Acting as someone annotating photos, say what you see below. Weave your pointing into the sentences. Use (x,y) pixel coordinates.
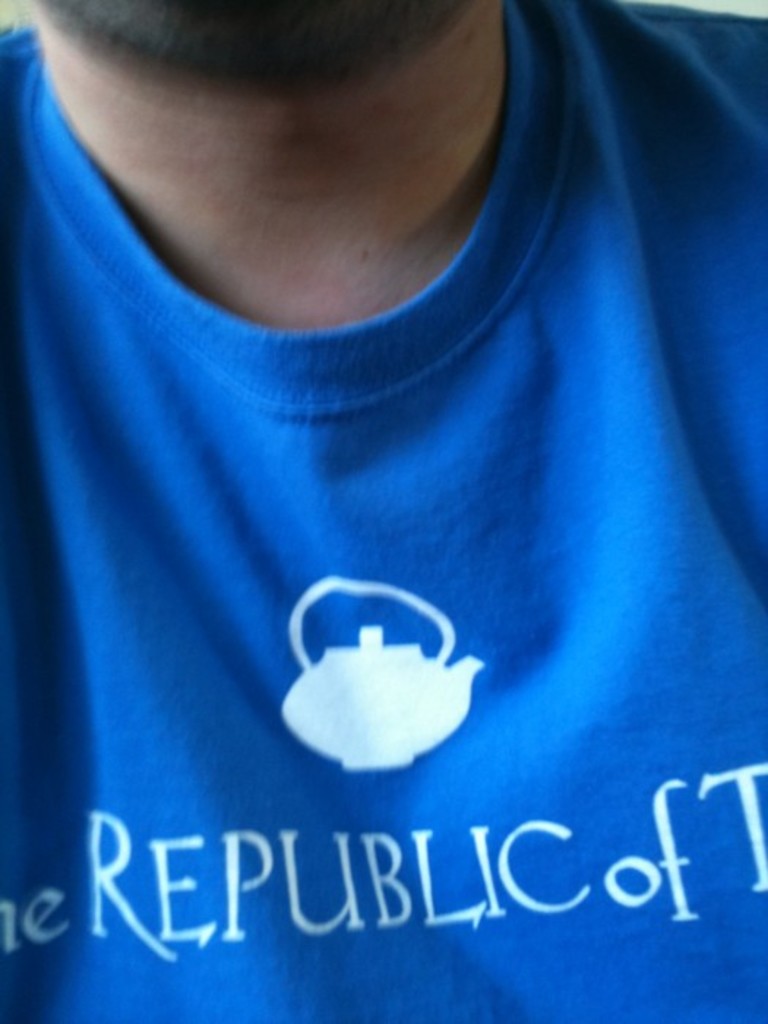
In this picture we can see a person (278,637) wearing a blue t-shirt (435,741), on the t-shirt (362,896) there is some text (230,878).
